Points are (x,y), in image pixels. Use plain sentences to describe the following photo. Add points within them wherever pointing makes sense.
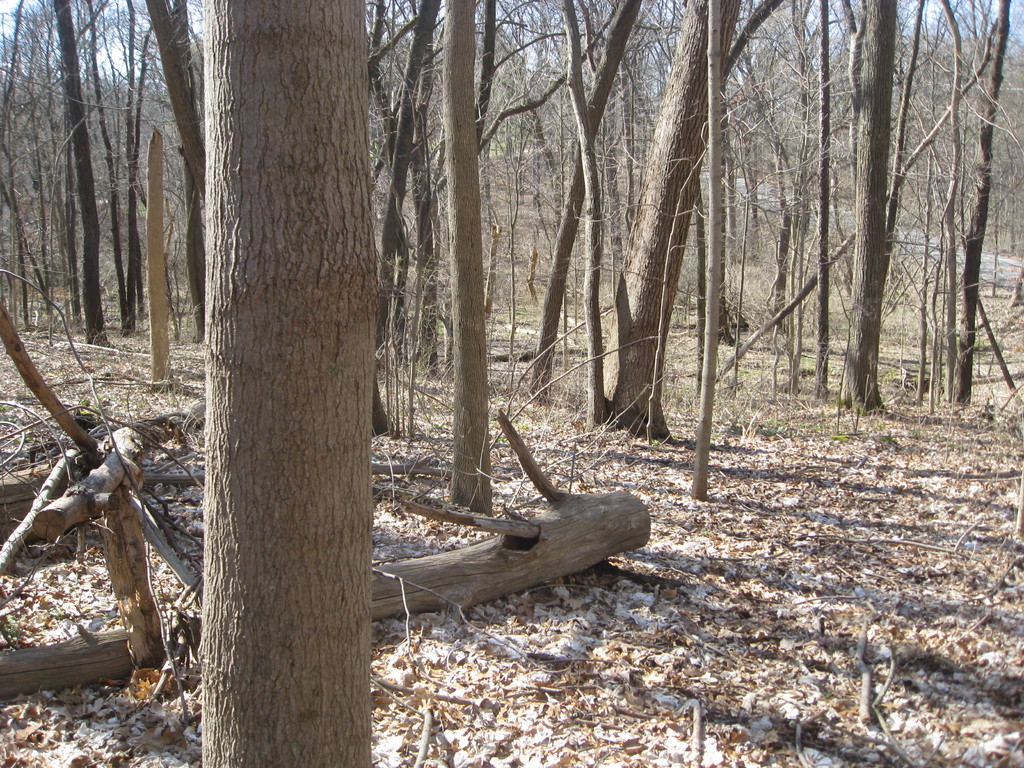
As we can see in the image there are trees (480,193) and leaves (744,615).
